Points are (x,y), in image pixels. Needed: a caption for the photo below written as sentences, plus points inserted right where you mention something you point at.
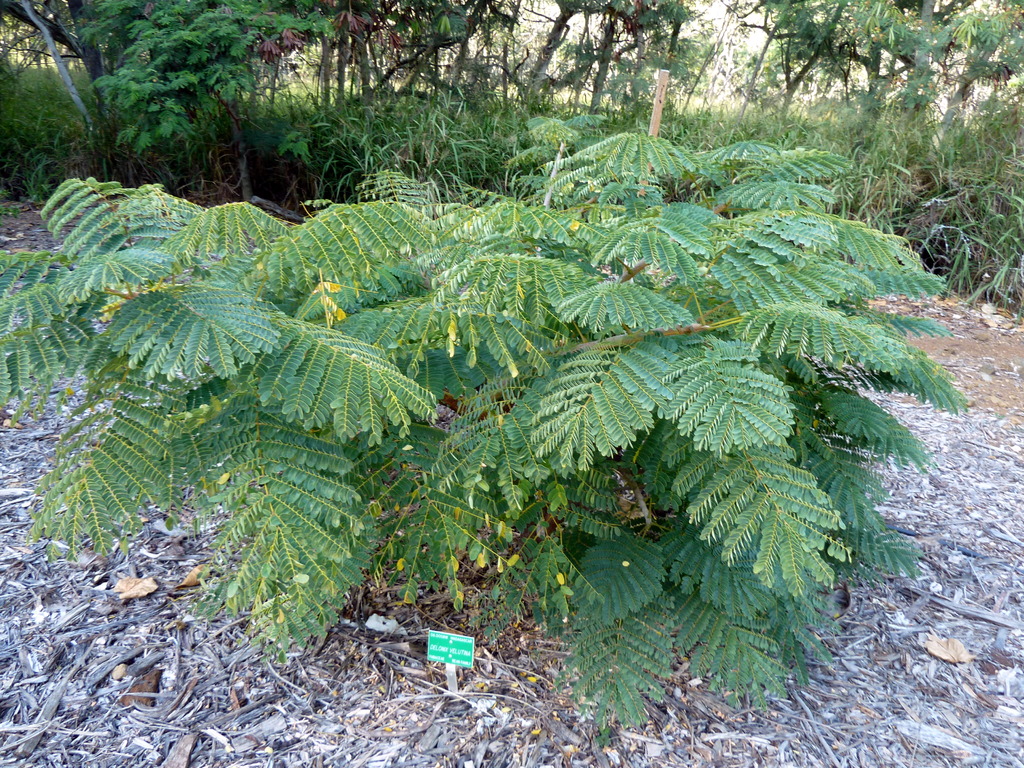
In this image we can see few trees (553,237), a board (460,657) in front of the tree (577,373) and dried leaves (18,424) on the ground (964,391).
